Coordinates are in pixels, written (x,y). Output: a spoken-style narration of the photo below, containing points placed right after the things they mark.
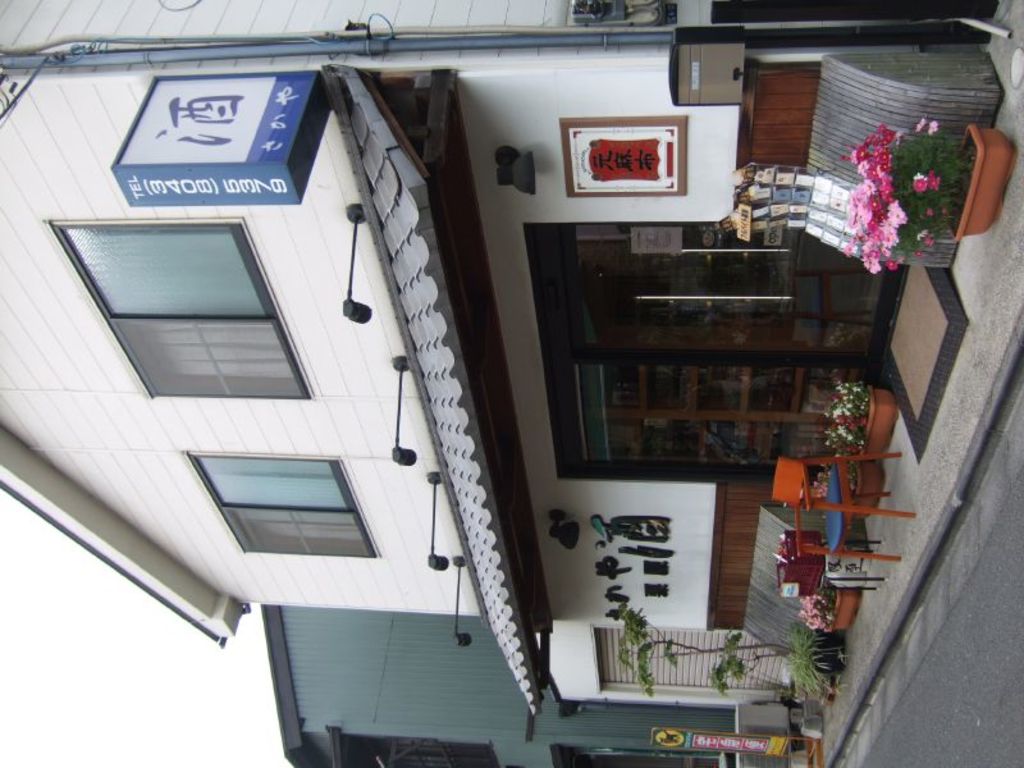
It is a horizontal image, where there is a house (207,488), below the house (207,488) there is a store (522,332) it has some flowers (898,187), a chair (840,508) and some other photo frames (643,185) outside the store (748,574), to the right side upwards there is also a board (174,101) with store contact number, in the background (147,677) there is a sky (174,640).
